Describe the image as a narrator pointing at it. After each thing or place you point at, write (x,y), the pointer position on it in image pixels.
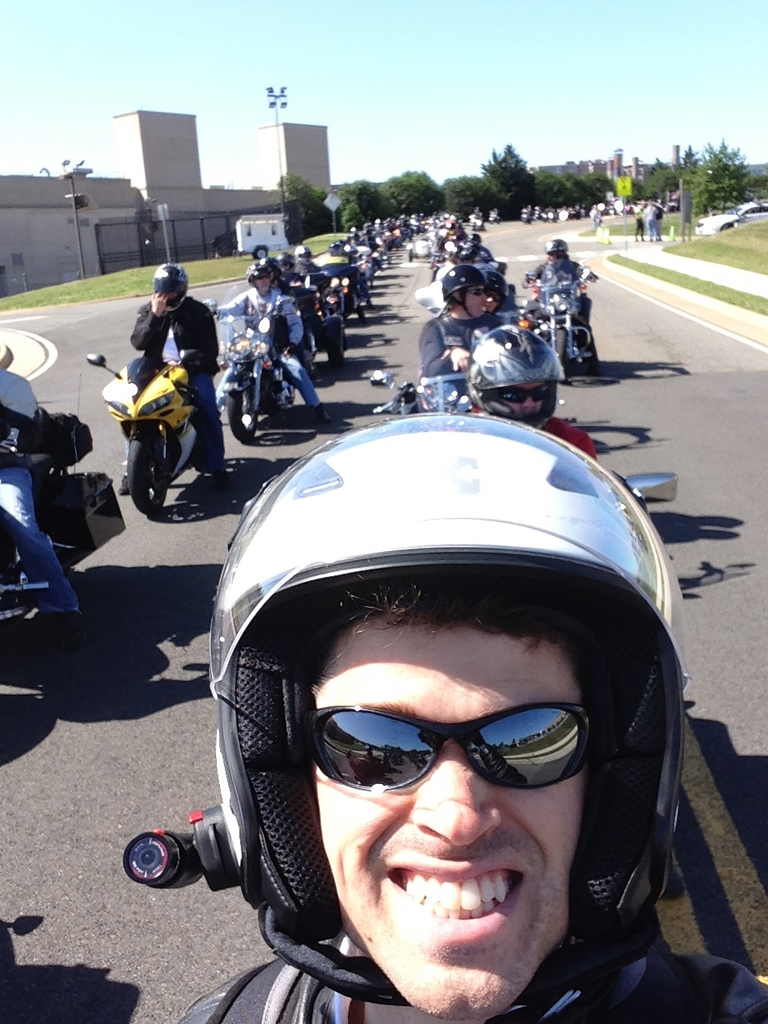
In the picture we can see many men (509,645) are sitting on the bikes (168,413) and riding, one man (481,653) is smiling with a helmet (506,487) which is white in color and with goggle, in background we can see trees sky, buildings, lights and grass (753,246).
